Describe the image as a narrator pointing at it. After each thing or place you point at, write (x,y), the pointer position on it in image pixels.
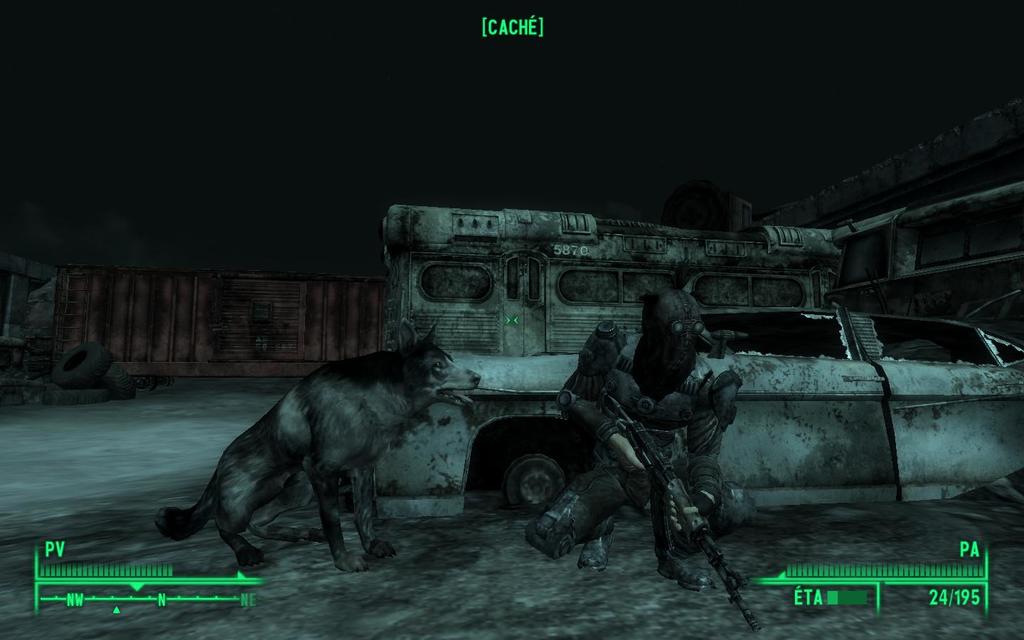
In this image we can see an animated picture a person (673,451) holding a gun (653,463) and a dog (383,393) beside the person (690,353). In the background (327,316) there is a car (449,444), some tires (87,379) and a wall (15,320).
